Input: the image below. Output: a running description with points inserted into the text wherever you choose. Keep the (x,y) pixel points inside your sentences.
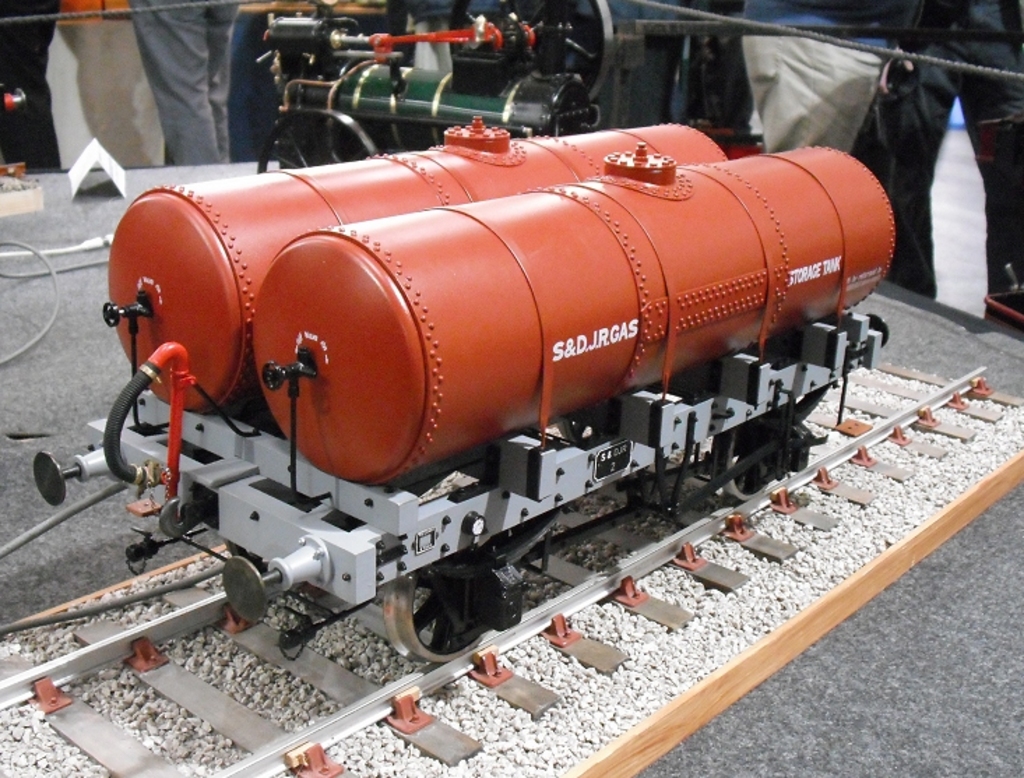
In this picture we can see a miniature (551,189) here, there is a tank wagon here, in the background (853,62) there are some people (842,76) standing, we can see some stones (538,730) and a track (242,720) here.
